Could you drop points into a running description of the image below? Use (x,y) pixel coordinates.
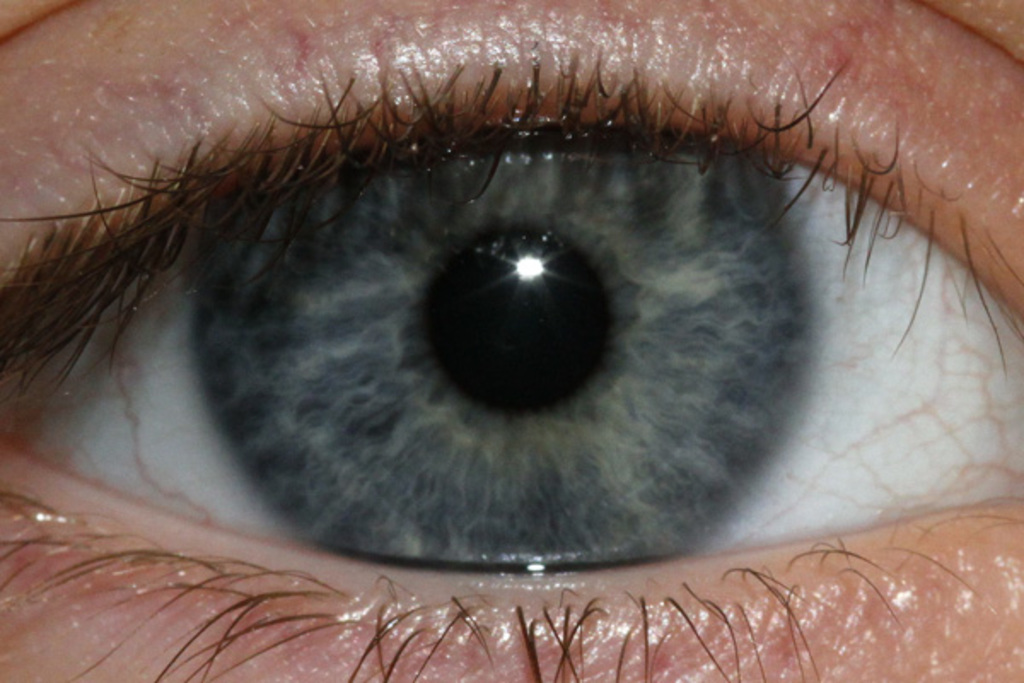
In this picture we can see a human eye (109,508). We can see iris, pupil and eyelashes (339,101).
